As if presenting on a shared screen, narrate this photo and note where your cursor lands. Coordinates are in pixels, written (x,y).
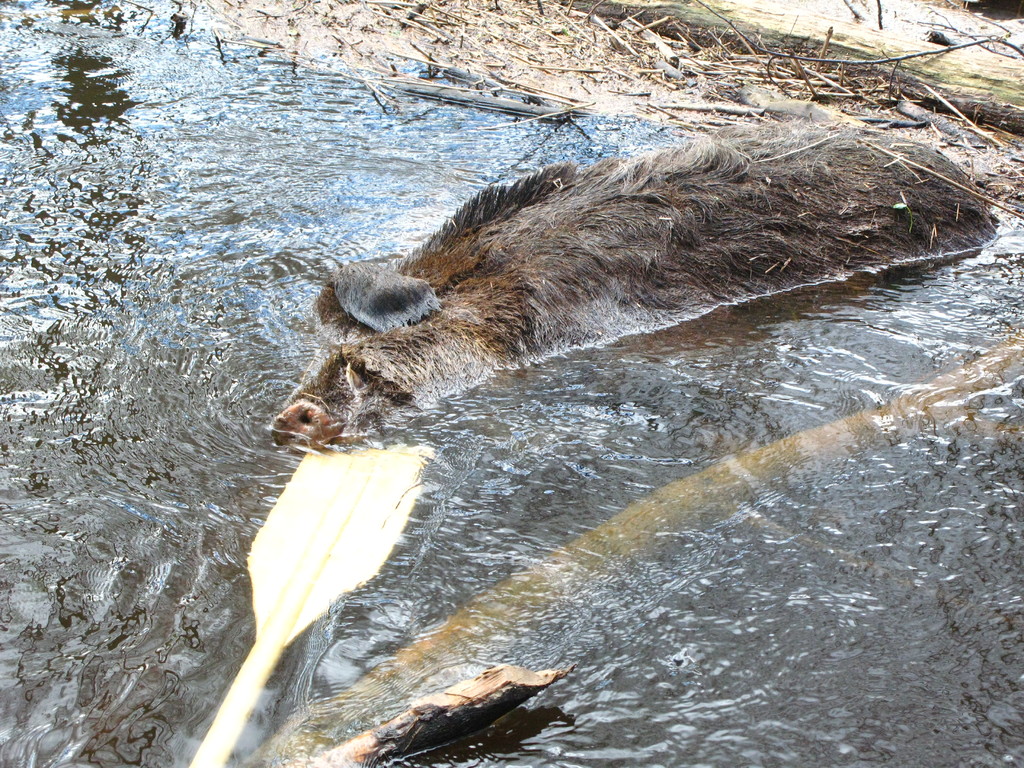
In this image we can see an animal (581,232) swimming in the water (303,190) and twigs (649,107).
